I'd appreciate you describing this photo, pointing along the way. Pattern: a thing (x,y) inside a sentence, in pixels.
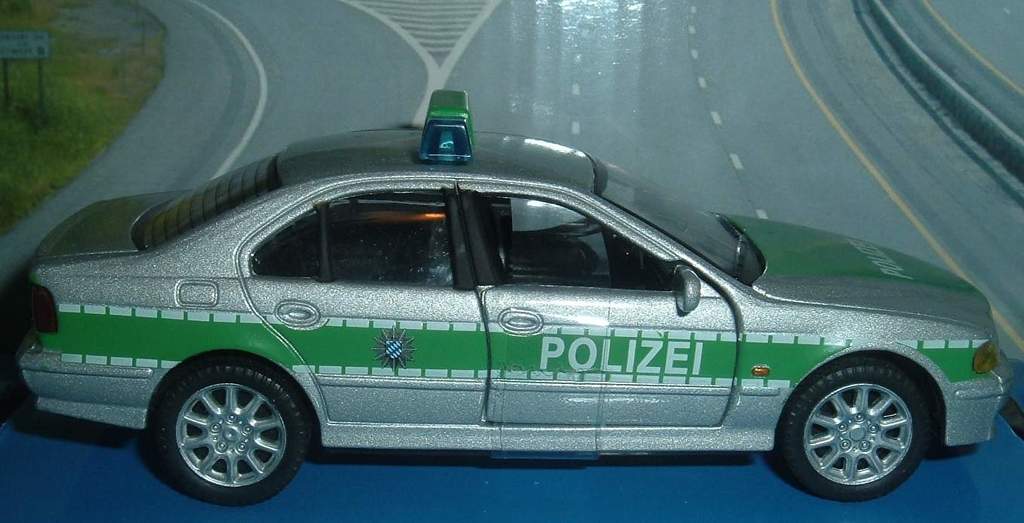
In the foreground of this picture (480,296), there is a toy car (335,286) on a blue surface (527,500). In the background (666,65), there is painting (250,57) of a road (631,32), grass (100,67) and a board (34,49).
